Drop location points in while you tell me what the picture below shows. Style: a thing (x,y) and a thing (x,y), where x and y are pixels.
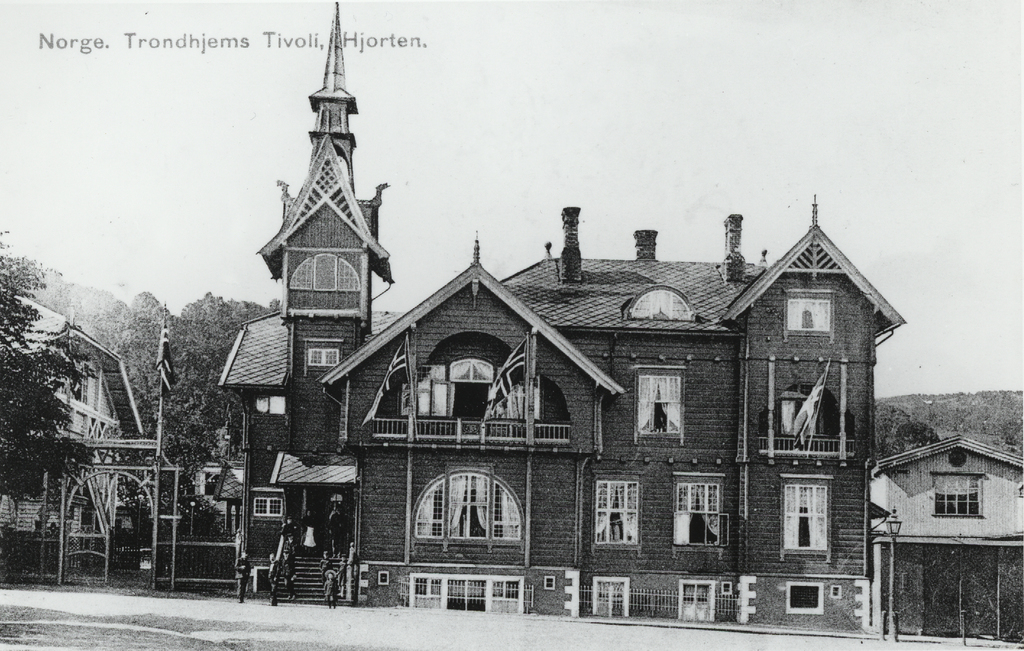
In this image there is a building (471,464) in the center (417,395). On the left side of the building (825,415) there are trees (173,442) and there is an arch (122,469) on the top of the arch (141,443) there is a flag (160,369). On the right side of the building (860,448) there are trees (924,423) and there is a pole (890,574).
